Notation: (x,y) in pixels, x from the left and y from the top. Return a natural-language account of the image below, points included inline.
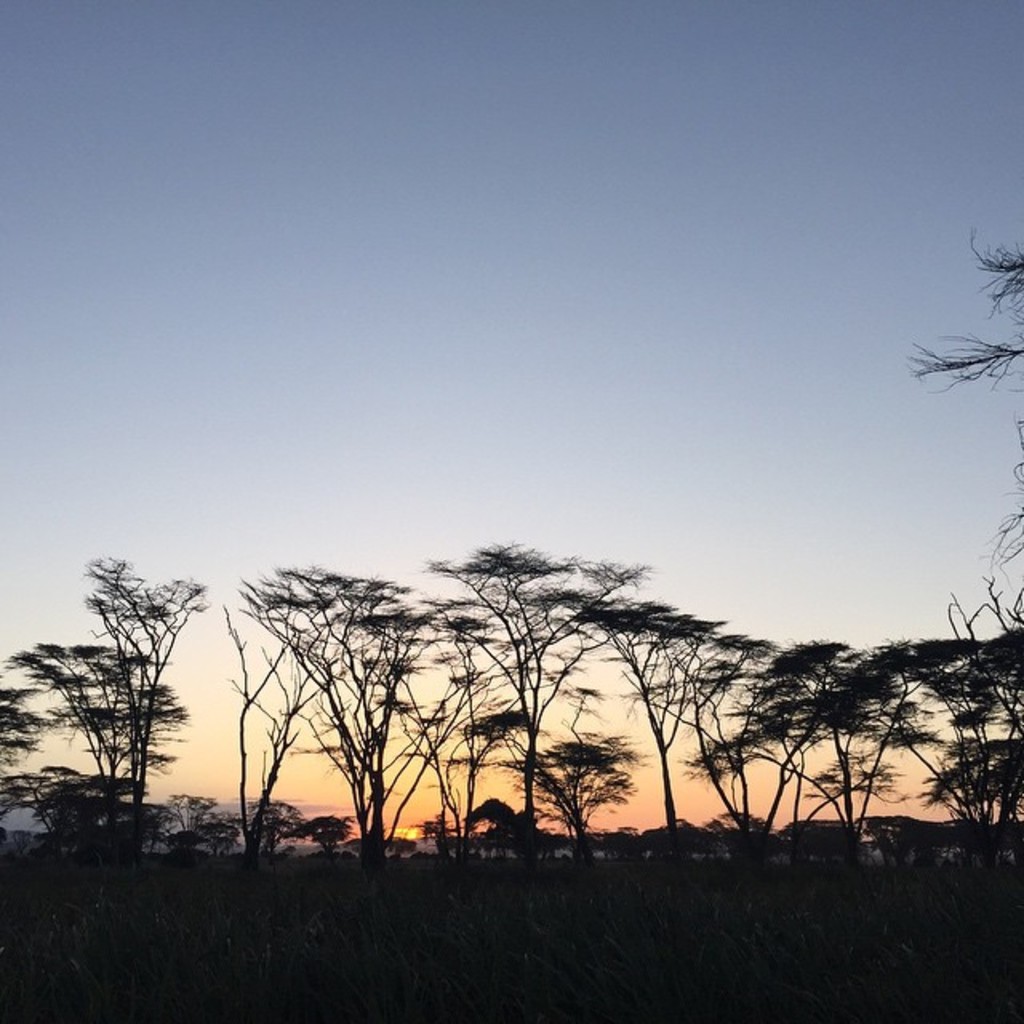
In this picture we can see the beautiful, view of the forest (447,776). Behind there are many trees (370,799).
